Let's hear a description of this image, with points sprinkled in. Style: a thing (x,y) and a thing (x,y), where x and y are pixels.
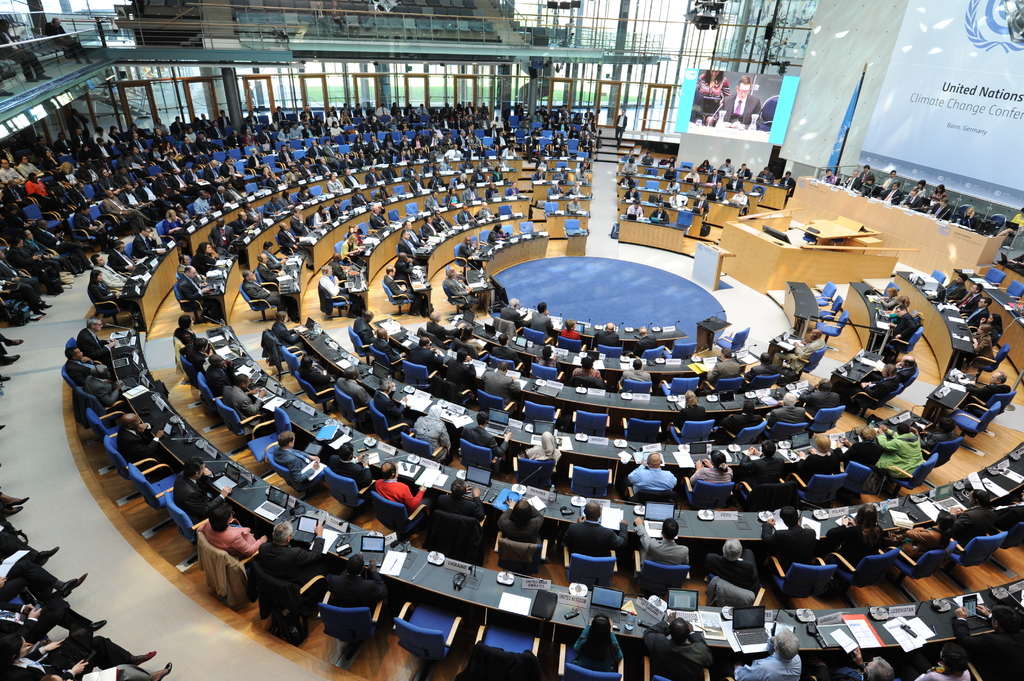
In the image we can see there are many people (69,150) sitting on the chair (243,561), they are wearing clothes (275,551). There is a desk (466,583), on it there are devices (377,545), microphones (325,516) and other objects (837,621). This is a podium (716,264), poster (924,113), floor (621,276) and a glass construction (528,64).
